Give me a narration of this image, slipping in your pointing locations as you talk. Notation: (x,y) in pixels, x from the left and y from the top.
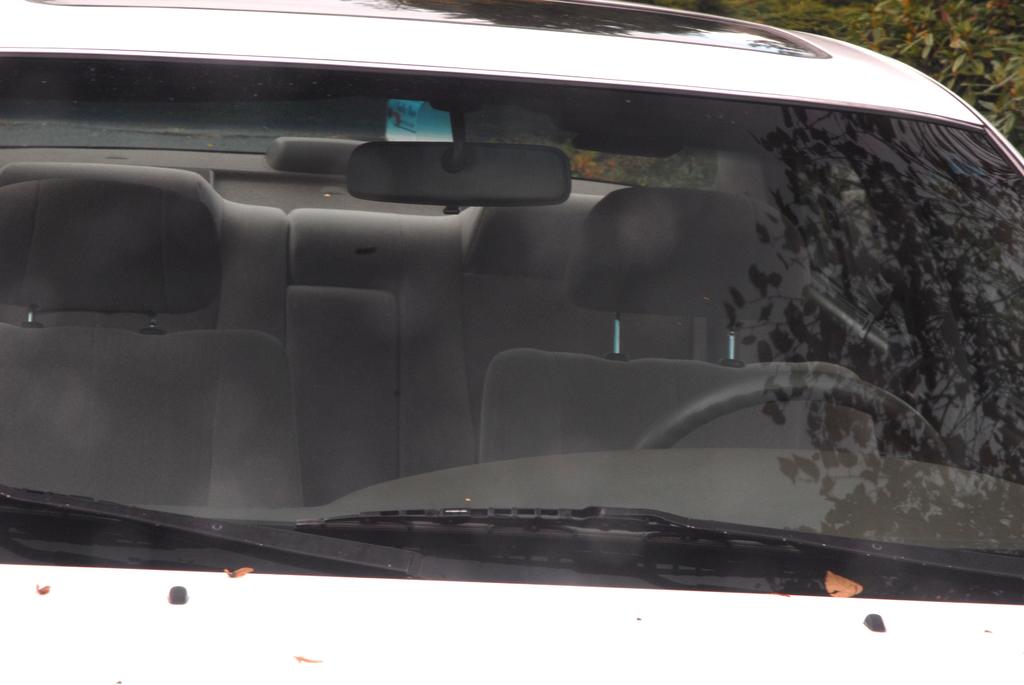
In this image there is a white color car (675,381), where there are seats (530,235), front mirror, steering (697,398) inside the car (725,211), and there is a reflection (870,248) of trees (829,248), sky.
